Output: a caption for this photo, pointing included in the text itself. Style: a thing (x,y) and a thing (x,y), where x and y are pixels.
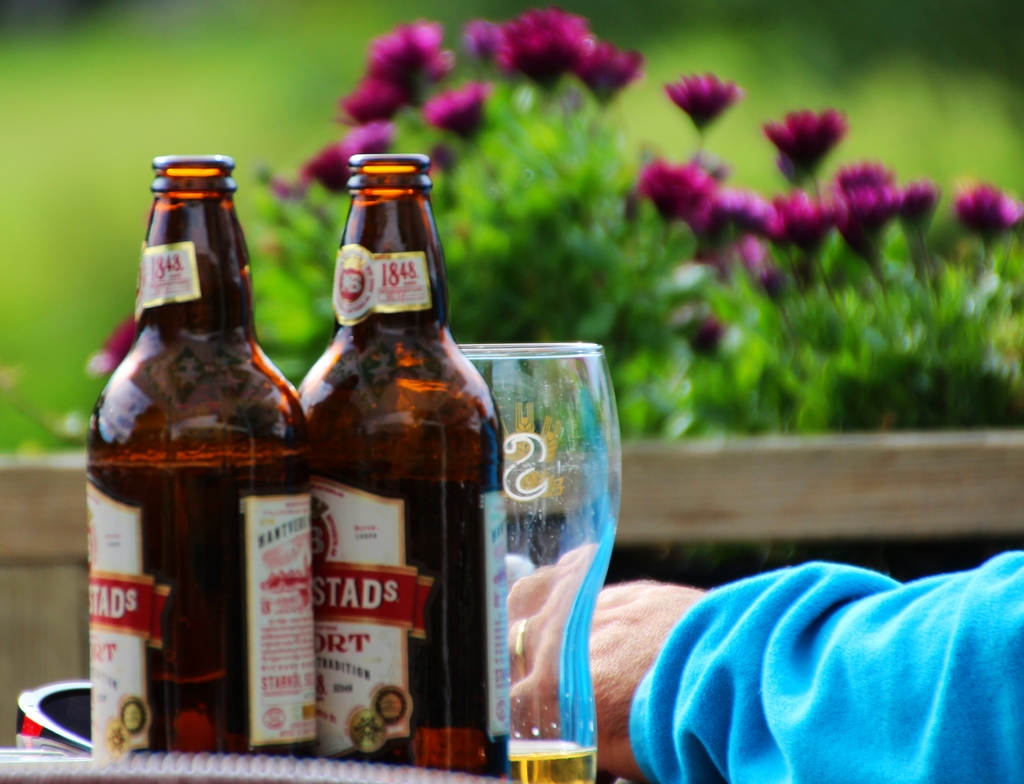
In the image we can see there are two beer bottle (380,565) and a beer glass (586,671) on the table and we can even see there is a hand (598,676) of a person (621,707). At the back (580,119) there are flowers (443,101) in a plant (660,350) and the image is blur at the back (732,168).
